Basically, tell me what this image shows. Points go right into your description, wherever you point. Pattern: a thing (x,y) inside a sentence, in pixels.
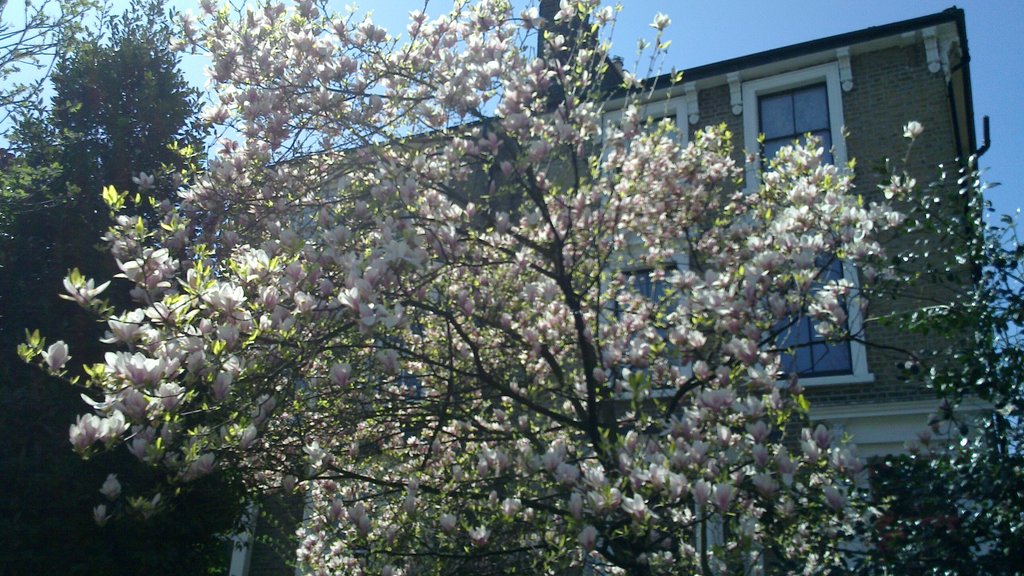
In this picture there are trees (368,122) in the center of the image (672,336) and there is a building (766,132) in the background area of the image (621,120).
